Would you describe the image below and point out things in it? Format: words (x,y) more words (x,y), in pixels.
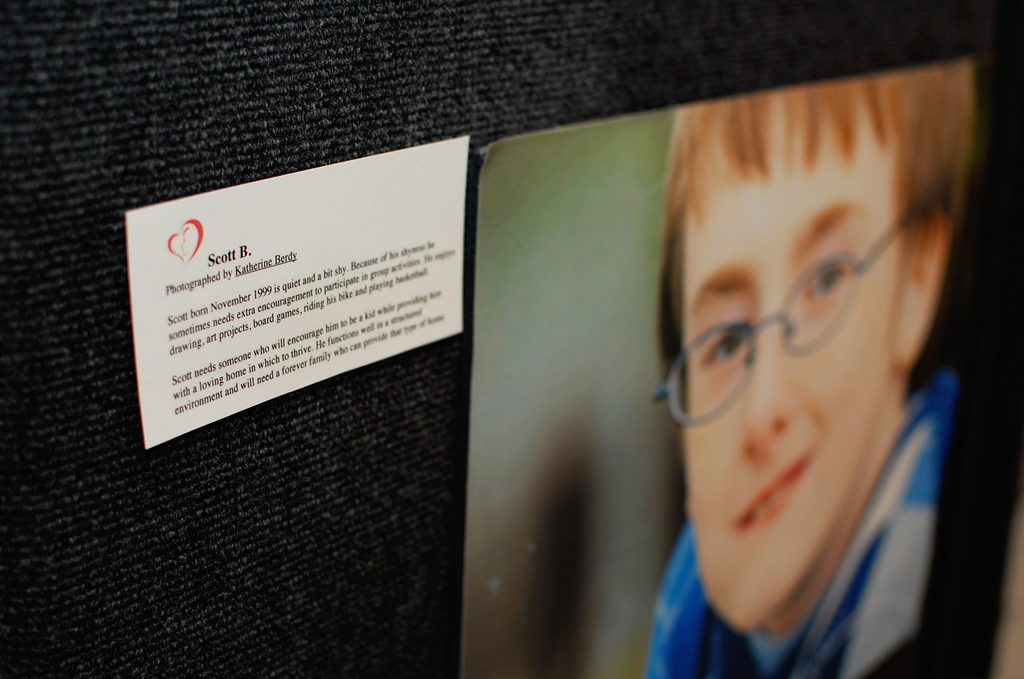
In this image, I can see a card (269,312) with text (372,262) and photo (606,343) of a person (735,348), which are attached to a black cloth (68,621).
